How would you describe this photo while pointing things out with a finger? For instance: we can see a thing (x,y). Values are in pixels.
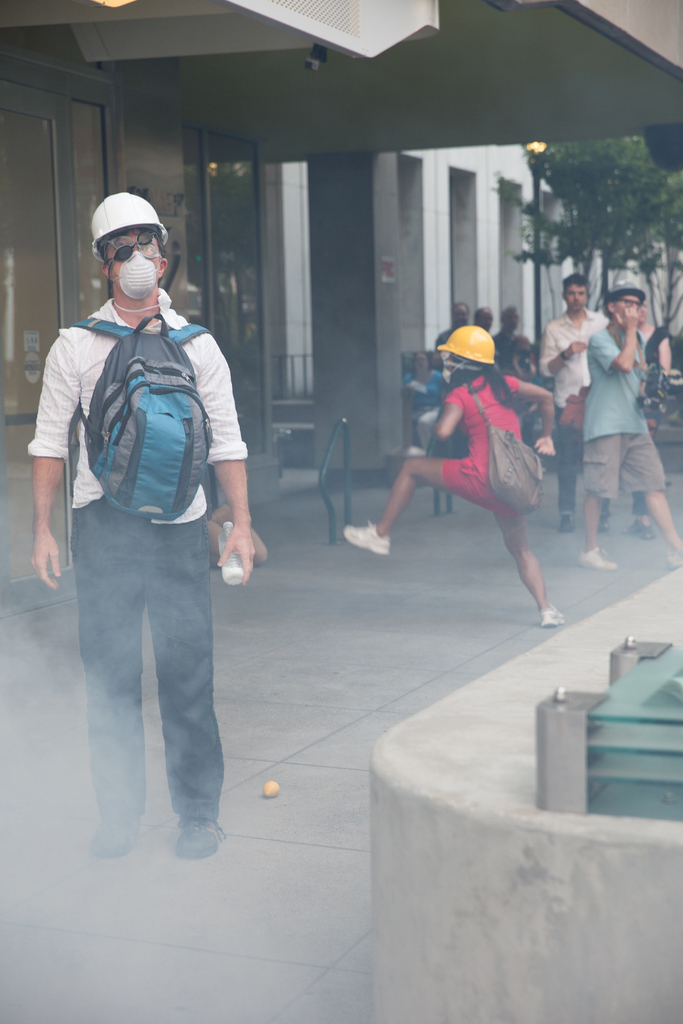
In this image I can see a person (124,294) standing and wearing the bag (149,399). In the back (440,406) there are group of people (505,382). There are trees (592,171) and a building (287,230).
